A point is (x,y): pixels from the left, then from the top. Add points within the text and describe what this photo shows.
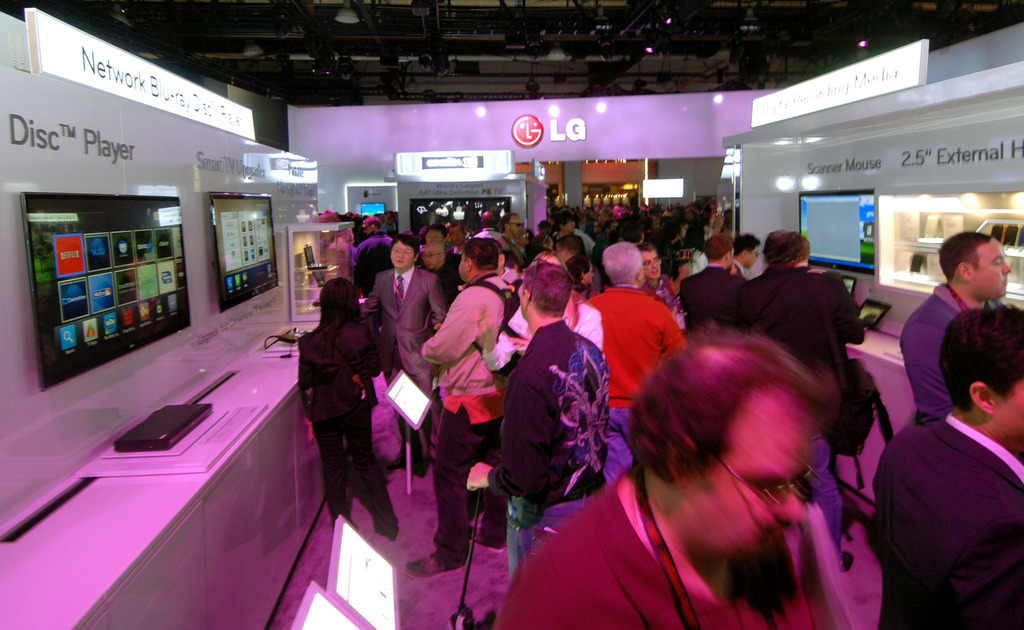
In this image we can see group of persons (611,311) and beside the persons (343,407) we can see few electronic gadgets (182,424). On the left (199,413), we can see few objects (199,413) on a table (214,386) and we have television (168,291) and text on the wall (78,170). on the top of the wall (218,146) we have a board (188,109) with text (232,116). On the right side (816,253) we can see a table (881,347), wall (878,285), television (841,215). On the wall (877,223) we have some text (806,173) and on top of the wall (827,124) we have a board (802,84) with text (793,106). In the background (614,139), we can see some text (526,127), wall (502,177) and a pillar (569,170). At the top (540,60) we can see the roof (451,45).
